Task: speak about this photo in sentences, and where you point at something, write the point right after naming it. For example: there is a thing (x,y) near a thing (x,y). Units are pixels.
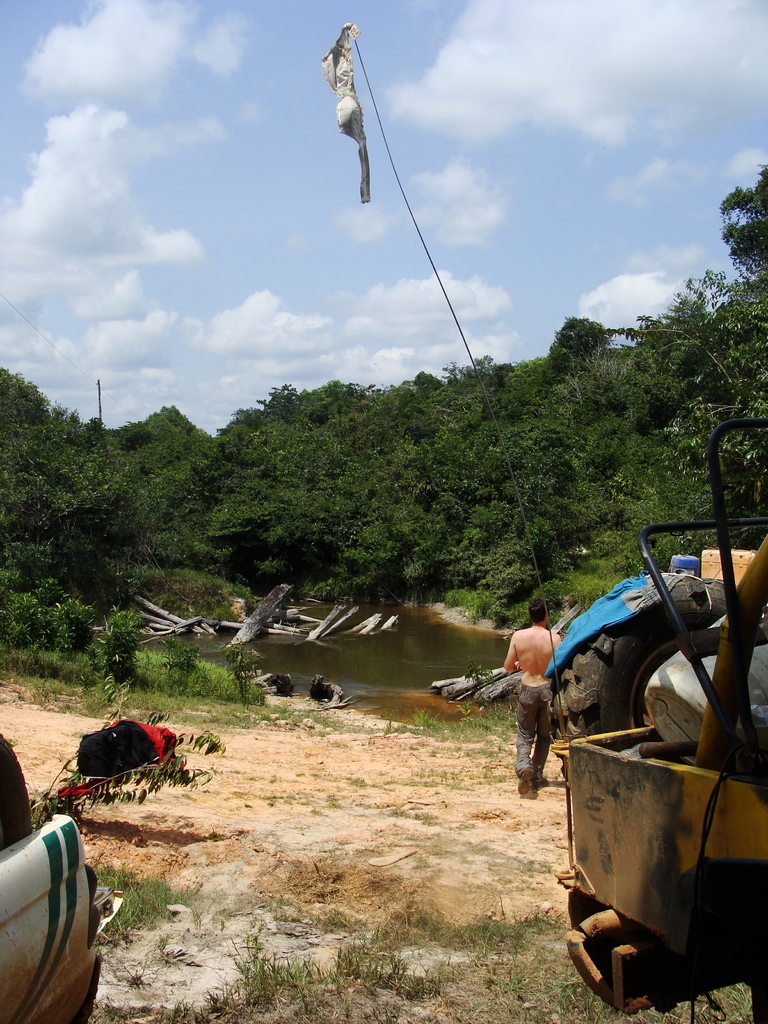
In this image a person (529,792) is walking on the land (298,864) having some grass (154,687) and plants (82,666). There are few wooden trunks (366,628) in the water (359,636). Right side there is a vehicle (683,757) having few objects (694,719) in it. Behind there is a vehicle (582,723) on the land (491,837). Background there are few trees (228,517). Right bottom there is a vehicle (2,775). Top of the image (336,124) there is sky (524,67) with some clouds (585,105).
